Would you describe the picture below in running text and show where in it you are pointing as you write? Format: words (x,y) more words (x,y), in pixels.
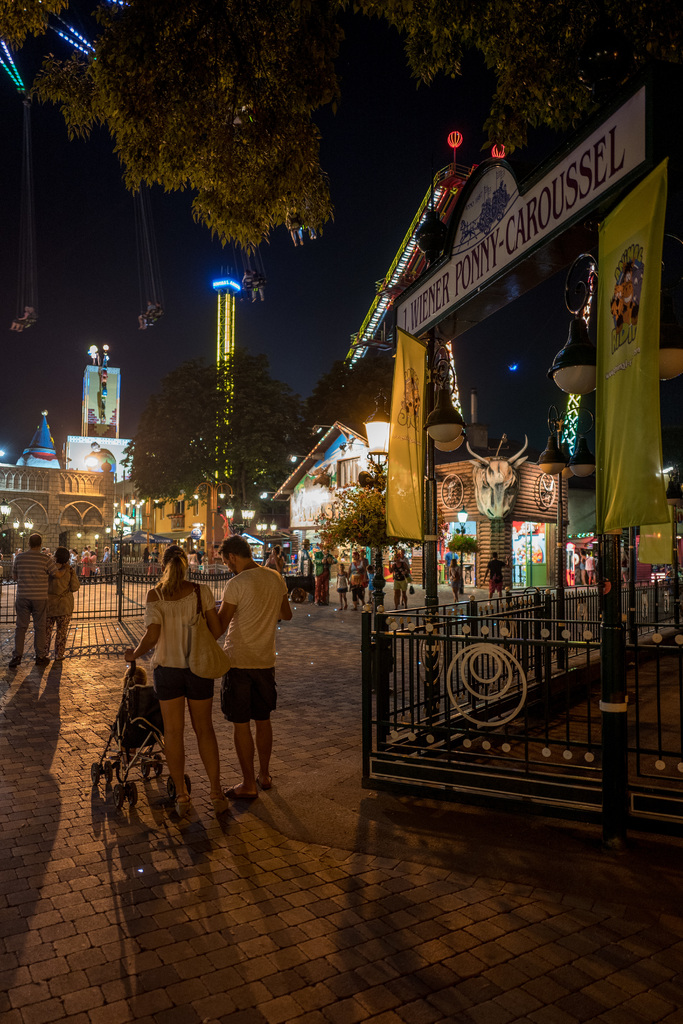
In this image, I can see groups of people (253,612) standing. There is a woman (188,699) holding a stroller (148,736). I can see the buildings (306,475) with lights (454,400), a name board (462,230), banners (620,511) hanging, mechanical rides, iron grilles (118,590) and trees (181,74). In the background (415,178), there is the sky (419,119).
